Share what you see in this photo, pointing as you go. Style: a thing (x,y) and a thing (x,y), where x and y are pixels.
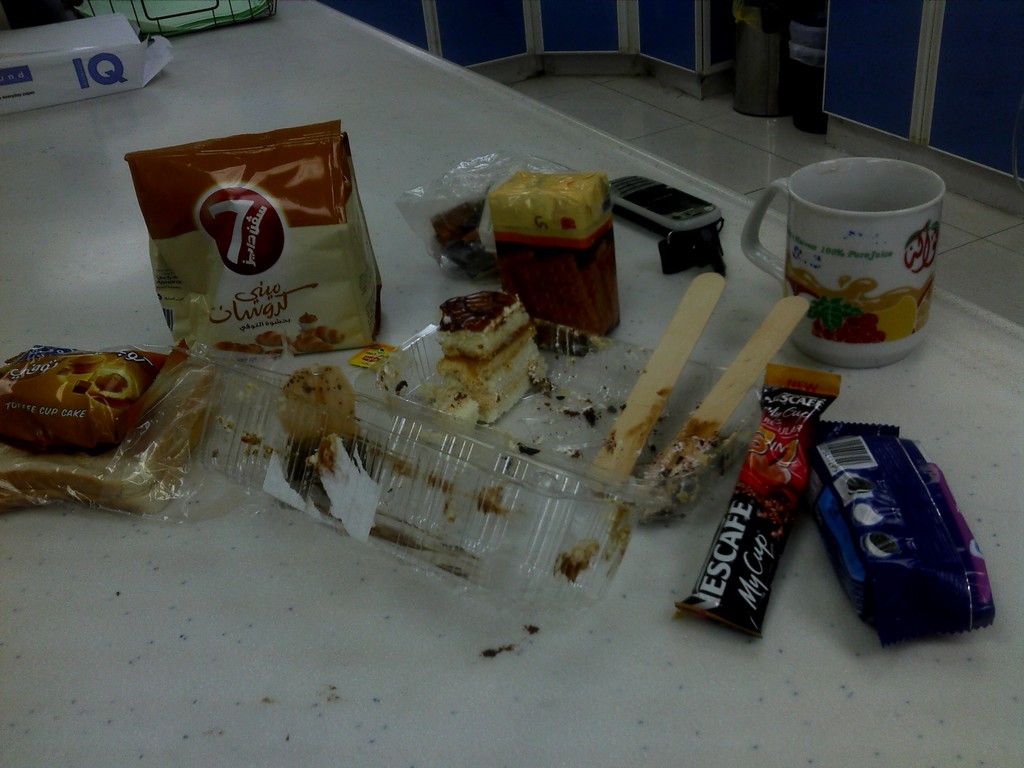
In the center of the image (659,303) a table (581,607) is present. On the table (967,490) we can see a cup (873,294), mobile (661,208), keys (686,243), cake (490,350), sticks (646,418), chocolate (784,454), biscuit (874,529) and some objects (199,162) are present. At the top of the image (839,48) cupboards (594,65) are there. In the middle of the image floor (719,141) is present.
